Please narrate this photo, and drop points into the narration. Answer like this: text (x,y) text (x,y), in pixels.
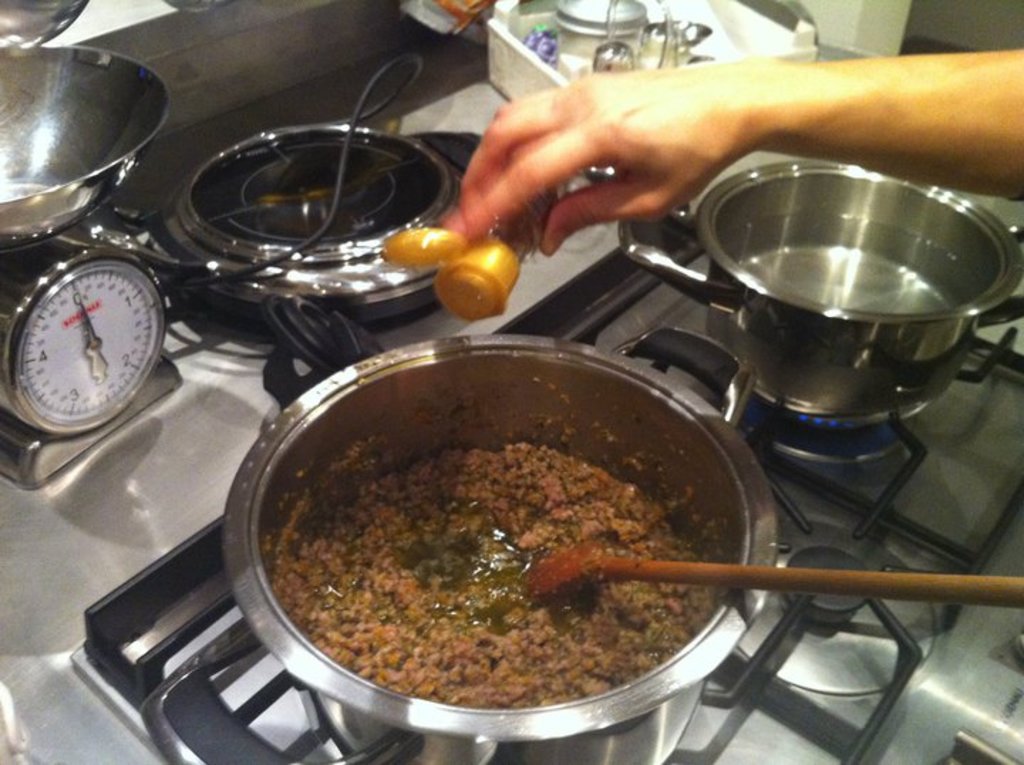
In this image we can see a person (805,106) holding a bottle (457,303), there is a food item (575,519) and a spoon (655,568) in a bowl (554,572), and some water (852,252) in another bowl (838,254), which are kept on the stove (837,442), also we can see a weighing scale (91,424), pans (867,360), bowls (46,208), trays (808,52), and an electrical instrument (253,301).
